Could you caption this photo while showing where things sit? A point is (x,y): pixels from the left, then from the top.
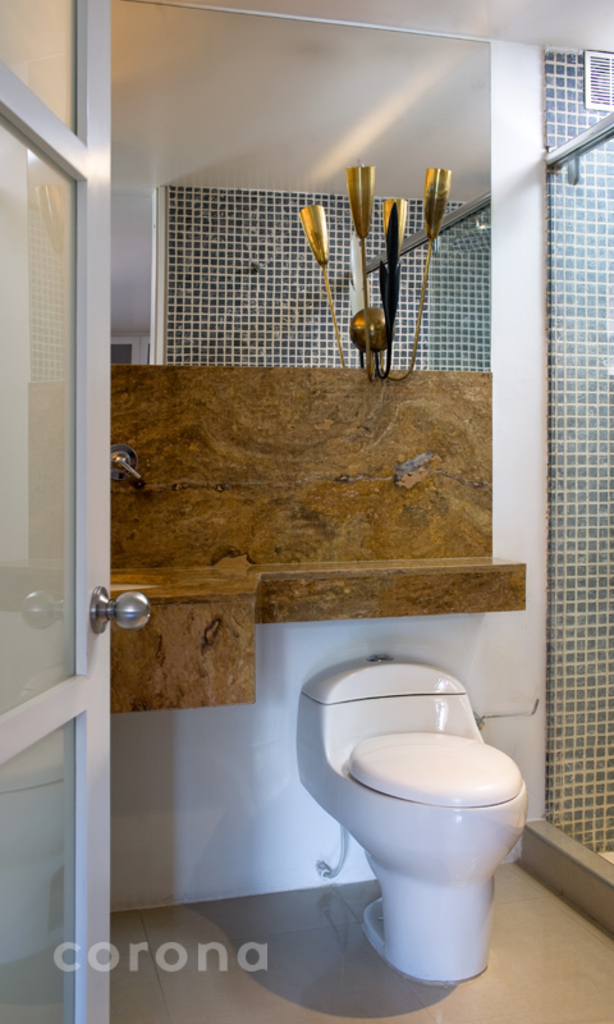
In this picture I can see a toilet seat (358,692) and a mirror (367,242) and wash basin (144,642) on the left (168,131) and a Glass door (57,361) and I can see a watermark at the bottom left corner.
